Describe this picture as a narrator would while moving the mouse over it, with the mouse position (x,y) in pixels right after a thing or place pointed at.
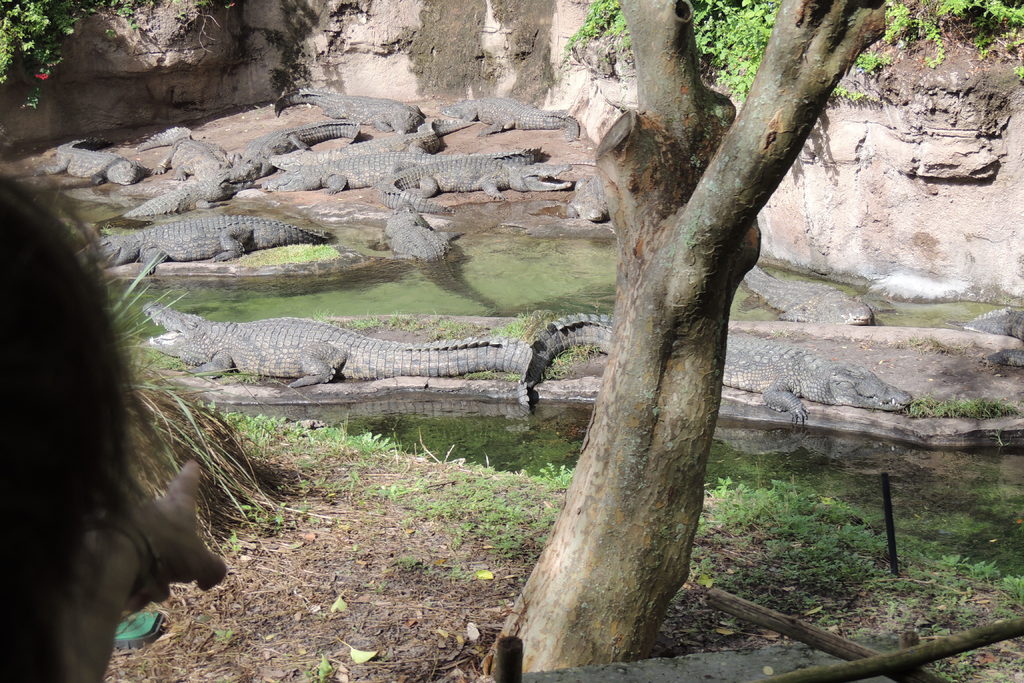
In this image few crocodile (255,238) are on the land (456,383). In between the land (368,571) there is water (468,415). Left side (39,645) there is a person (99,584). There is a tree trunk (851,30) on the land (454,638) having some plants (476,507) and grass (442,512) on it. Top of the image (544,75) there are few rocks (251,89).
